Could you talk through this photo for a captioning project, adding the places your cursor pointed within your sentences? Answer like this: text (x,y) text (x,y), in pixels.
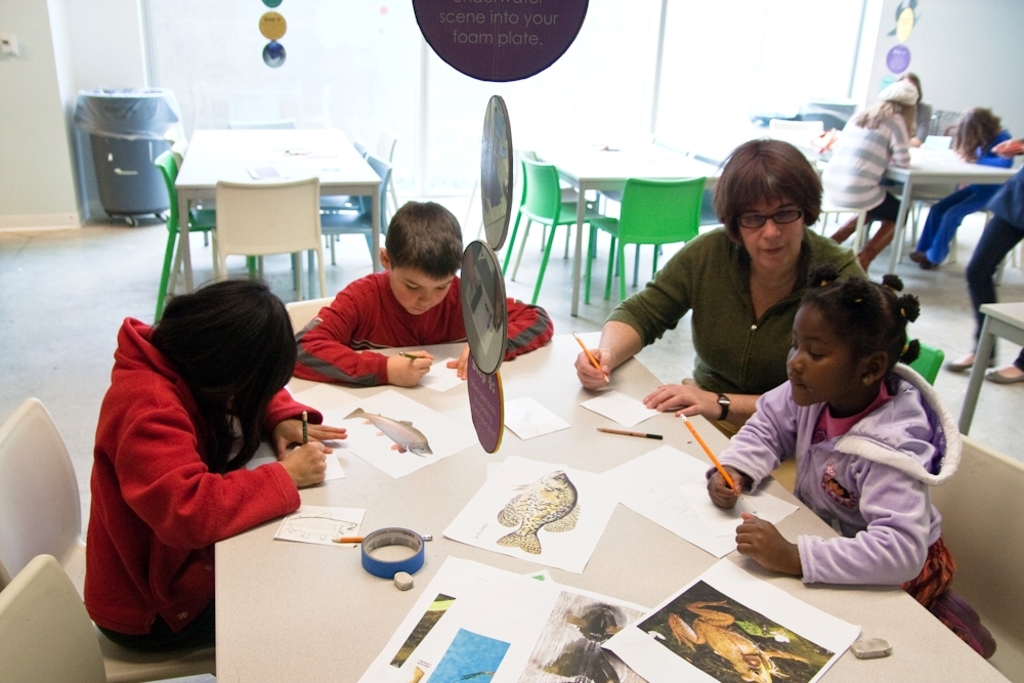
Kids (377,353) and this woman (780,348) is sitting around this table (265,660). On this table (334,588) there are papers (586,644), tape (387,568), pencil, eraser (407,585) and pictures (718,626). Here in this room (231,277) we can able to see bin (143,113), chairs (335,218) and tables (918,163). This four persons (533,313) are holding pencils (408,357). This two kids (217,485) are drawing on a paper (437,371). Far this persons (875,176) are also sitting on chairs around this table (939,167).
